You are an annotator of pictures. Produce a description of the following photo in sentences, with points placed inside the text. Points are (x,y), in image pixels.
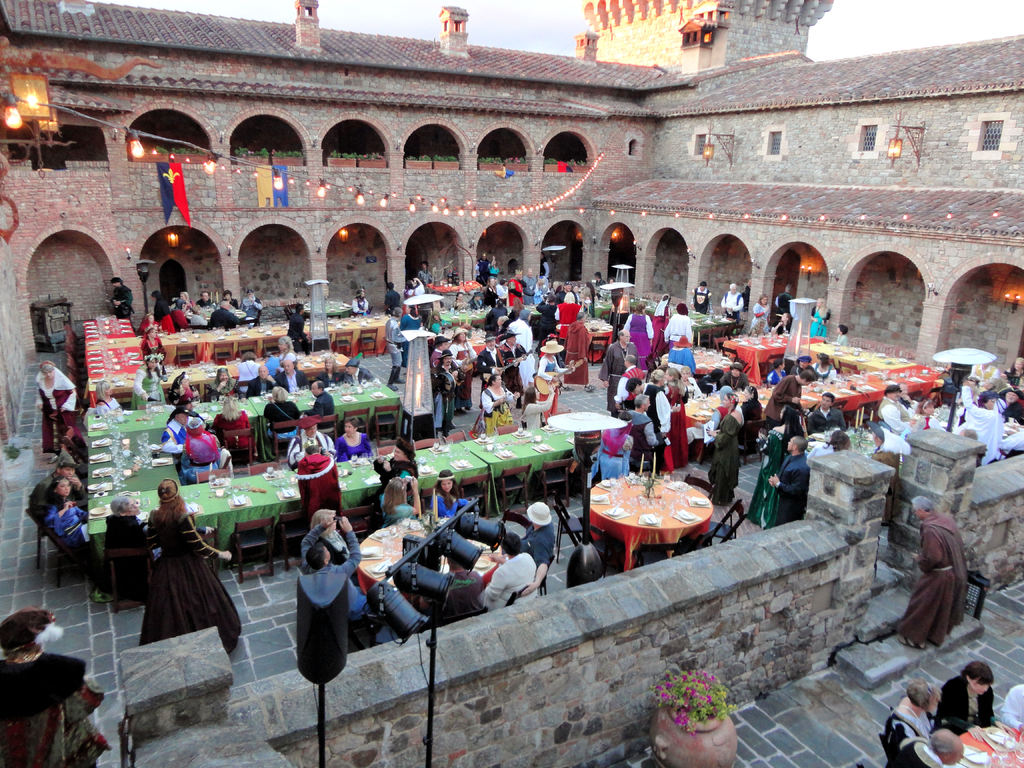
This picture is clicked on a festive area (88,356), this seems to be a old castle (385,171). In middle (344,400) there are dining tables (359,487), chairs (526,484) and people (786,443) all over.
